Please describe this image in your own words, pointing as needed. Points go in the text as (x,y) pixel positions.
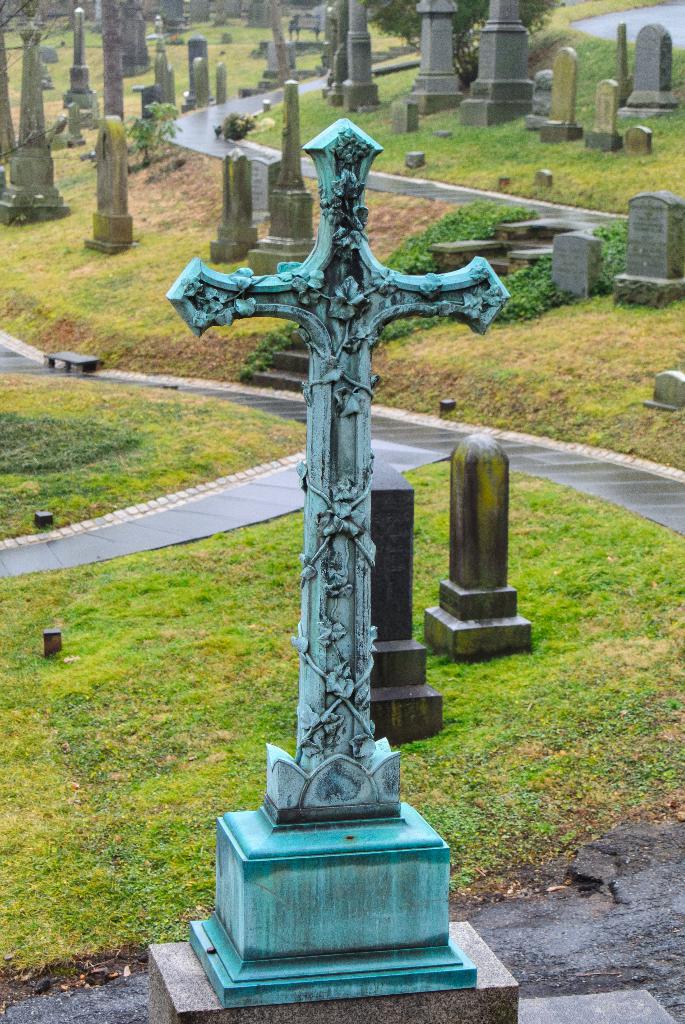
In this image we can see cross (325,467) with sculptures (325,523). And it is on a pedestal (280,923). In the back (388,474) there are graves (110,151). On the ground (231,553) there is grass (497,681). Also there are roads (215,495).
